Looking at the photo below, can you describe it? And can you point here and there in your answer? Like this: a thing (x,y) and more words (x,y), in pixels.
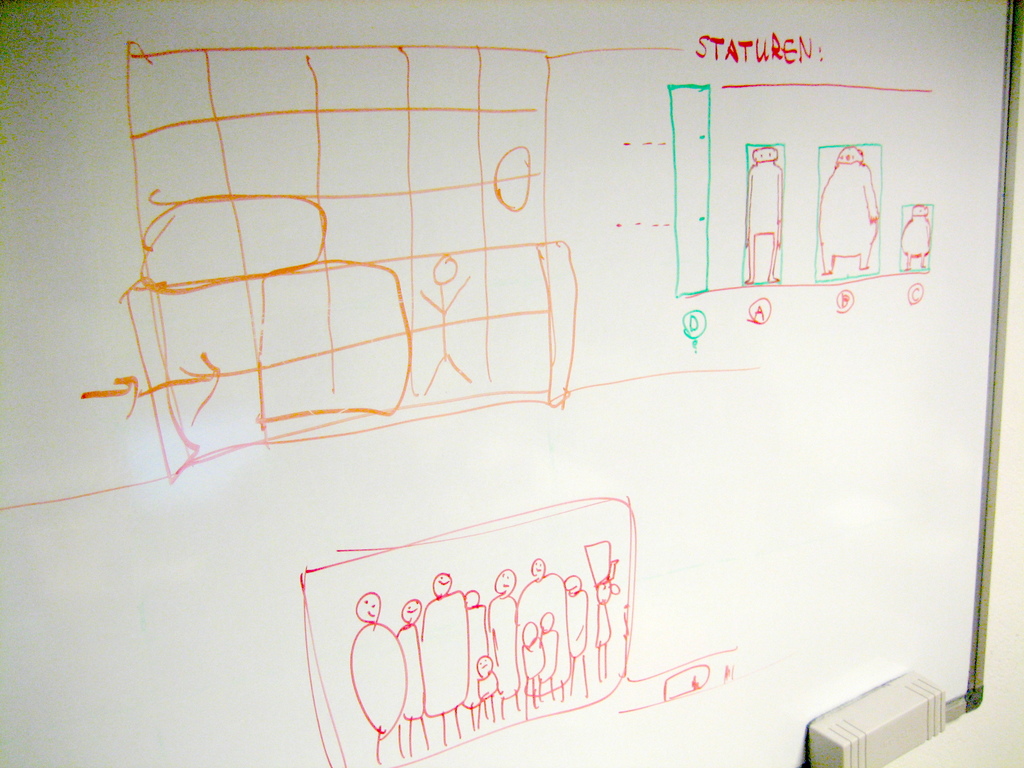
In this image we can see a white board (670,450). On the board (549,403) we can see some sketch (528,567). In the bottom right (1004,734) we can see an object (921,723) and the wall (1002,708).
